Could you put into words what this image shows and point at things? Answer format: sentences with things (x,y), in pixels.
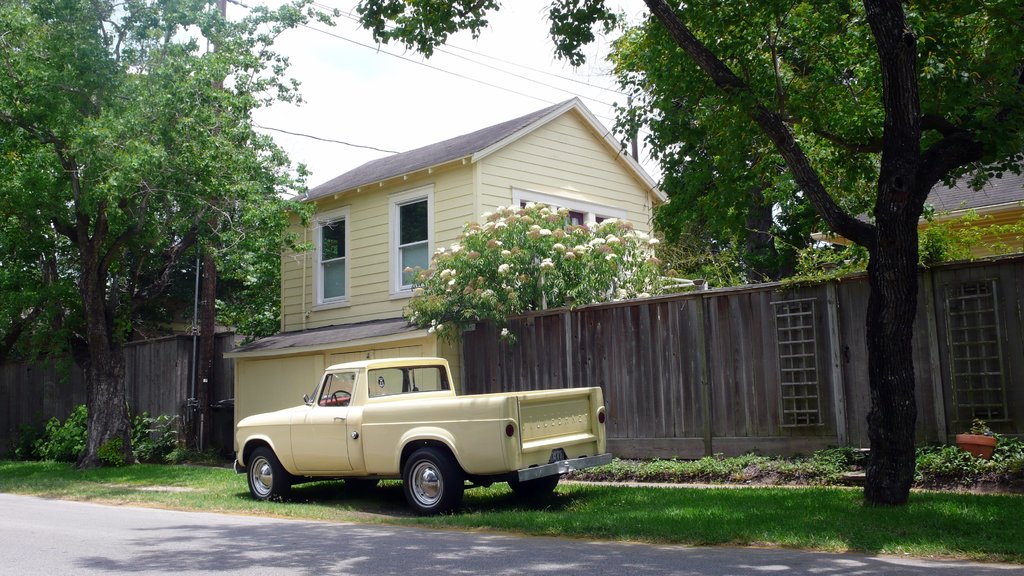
In this image we can see the roof houses (587,207), trees (74,225) and also the wooden fence (634,386). We can also see the plants (186,455) and also a vehicle (449,381) parked on the ground (139,477). There is a flower pot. We can also see the sky (381,113) and the wires (560,76) to the pole (636,140). At the bottom (206,516) there is road (299,559).
